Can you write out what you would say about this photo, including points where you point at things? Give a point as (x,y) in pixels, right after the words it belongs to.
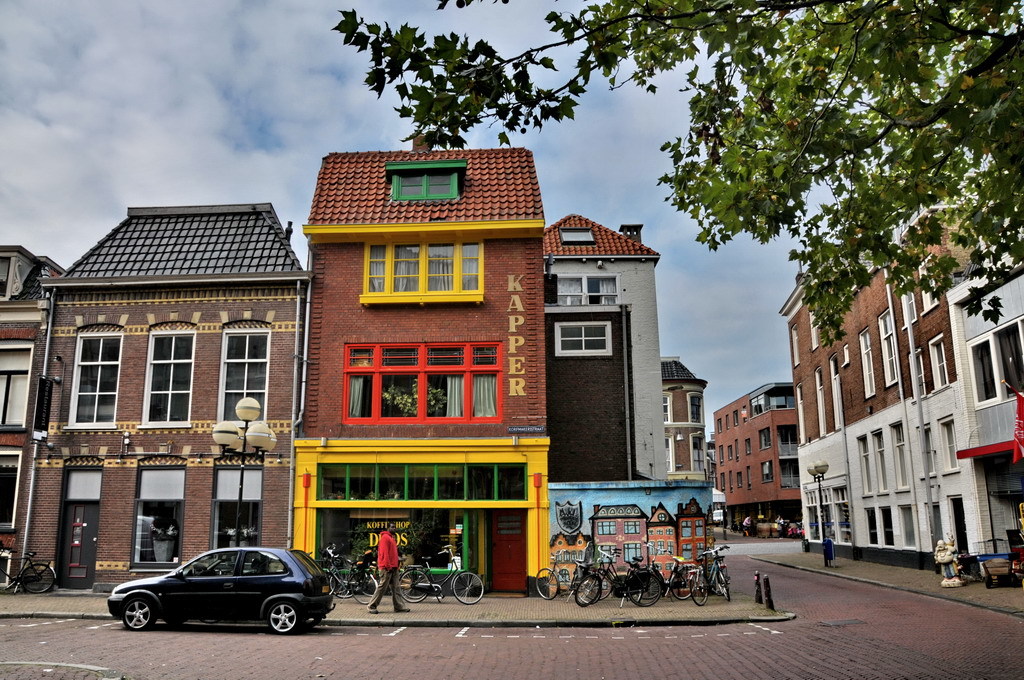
In this image, there are a few buildings (874,423), poles (274,439), bicycles (640,557). We can see a person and a vehicle (297,560). We can see the ground (269,657). We can see some leaves (393,39) on the top right corner (824,140). We can see a statue (951,547) and the sky (747,248) with clouds (663,140). We can also see some objects (1008,566) on the right (1016,555).
